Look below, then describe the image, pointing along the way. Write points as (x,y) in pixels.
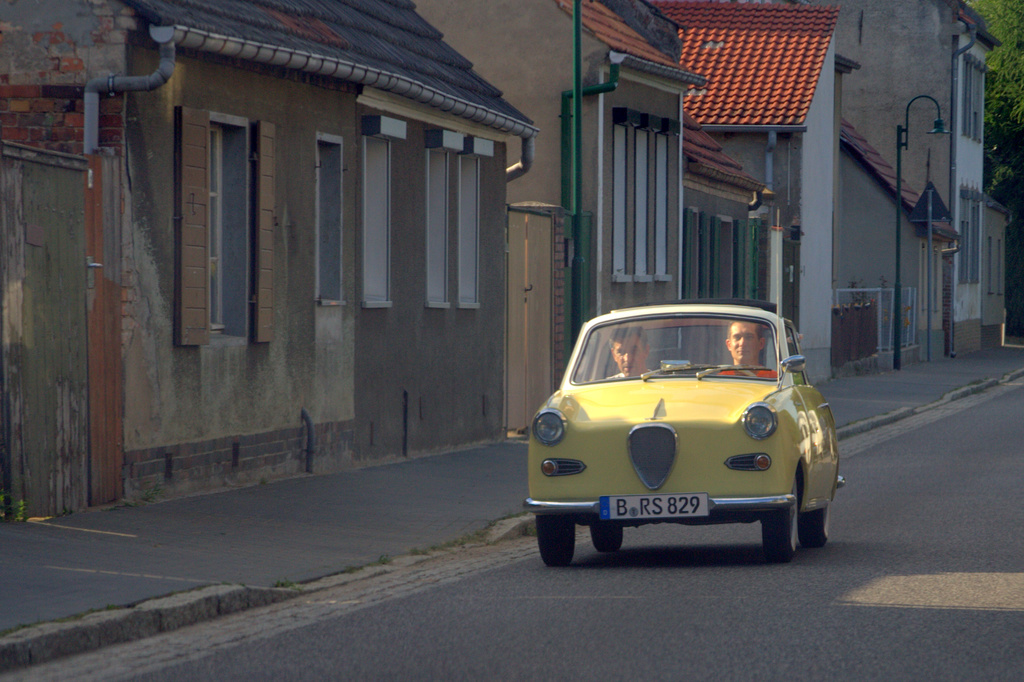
In the middle of the picture (634,418), we see two men (620,365) riding a yellow car (635,460). Beside that, there is a footpath (291,529) and beside that, there are buildings (543,178). On the right side of the picture (931,197), we see a board (947,218) and a street light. We even see the trees (1001,52). At the bottom of the picture (678,567), we see the road (709,635).
